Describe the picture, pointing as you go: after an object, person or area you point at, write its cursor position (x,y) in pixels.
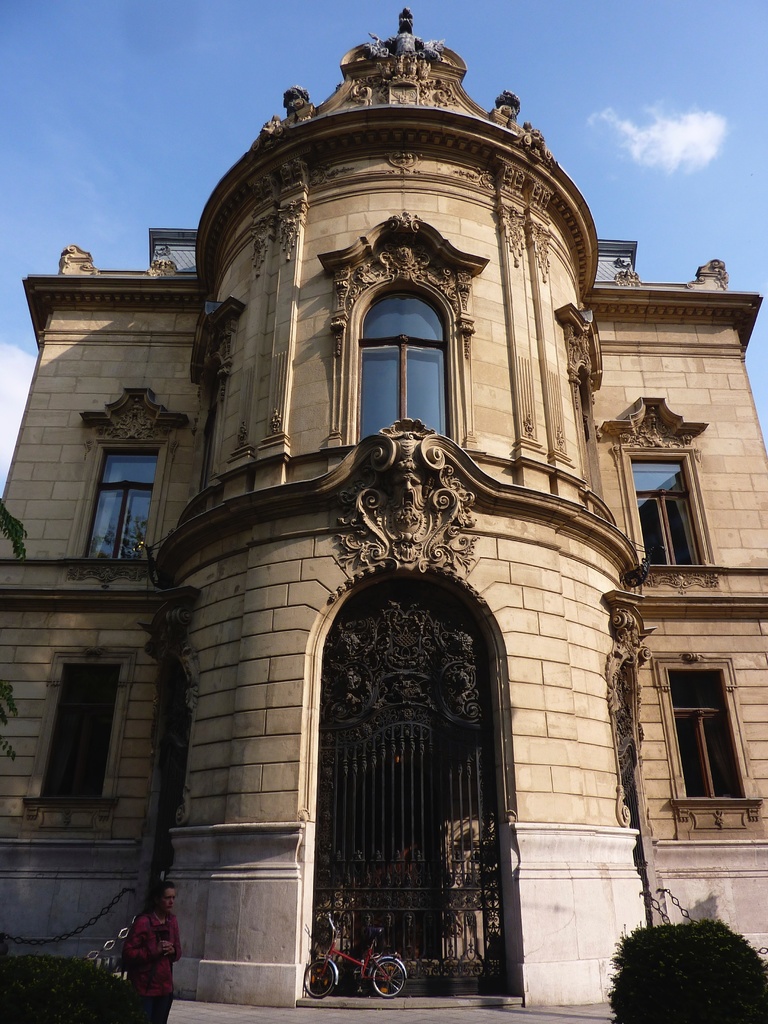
In this image we can see a building (409,704), there is a bicycle (360,962) near the gate (409,855) of the building (371,365) and there is a person (135,970) and trees (683,960) in front of the building (16,500) and the sky (49,144) in the background (701,131).
